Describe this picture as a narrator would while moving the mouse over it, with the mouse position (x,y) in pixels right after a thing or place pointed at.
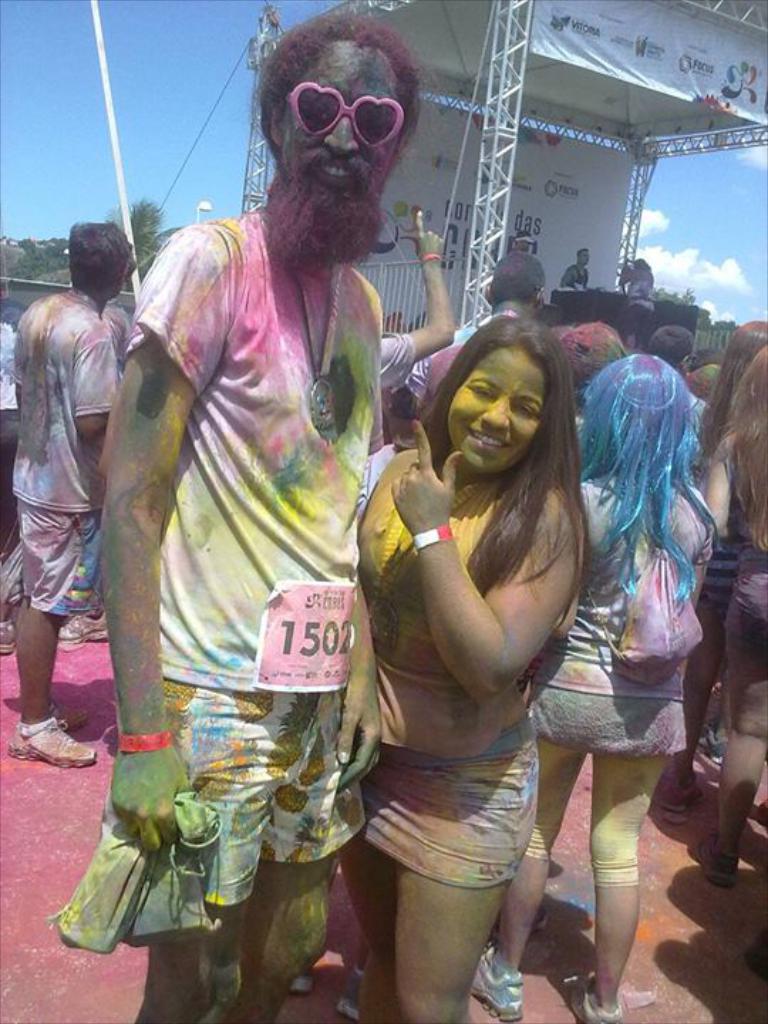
In this picture I can observe a man (285,527) and a woman (416,681) standing on the floor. In the background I can observe a stage (507,218). There are some people (43,551) standing in front of the stage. I can observe some clouds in the sky (170,123).
